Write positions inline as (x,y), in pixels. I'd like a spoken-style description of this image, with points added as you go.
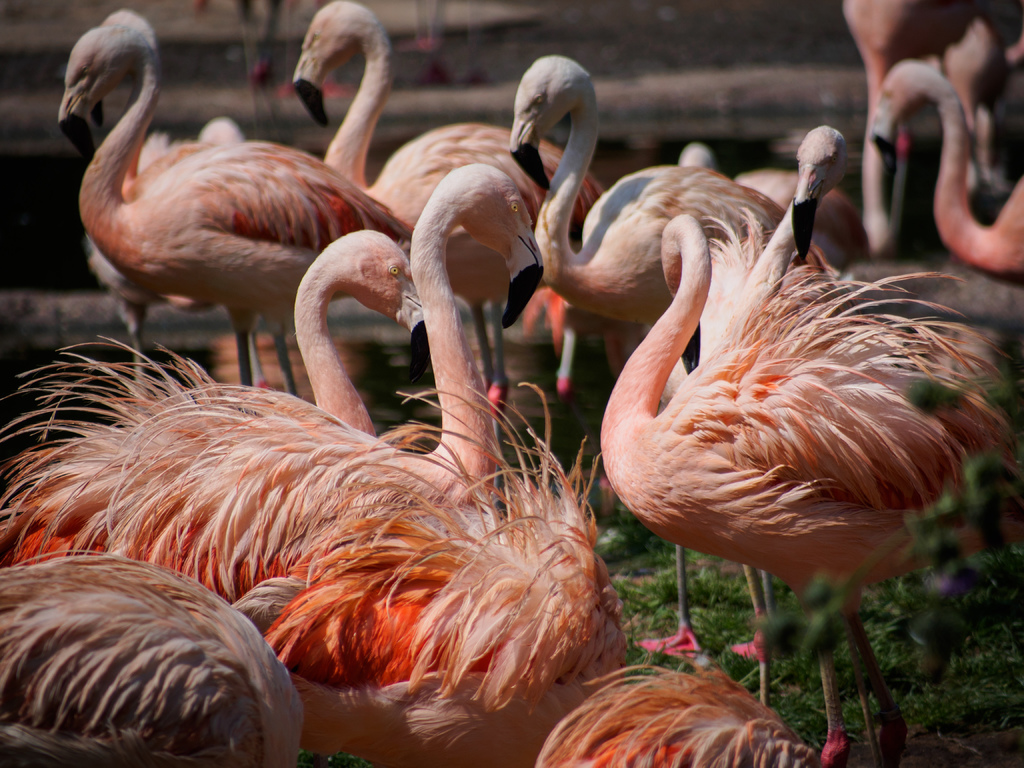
In this picture we can see birds (790,365) on the ground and in the background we can see it is blurry.
